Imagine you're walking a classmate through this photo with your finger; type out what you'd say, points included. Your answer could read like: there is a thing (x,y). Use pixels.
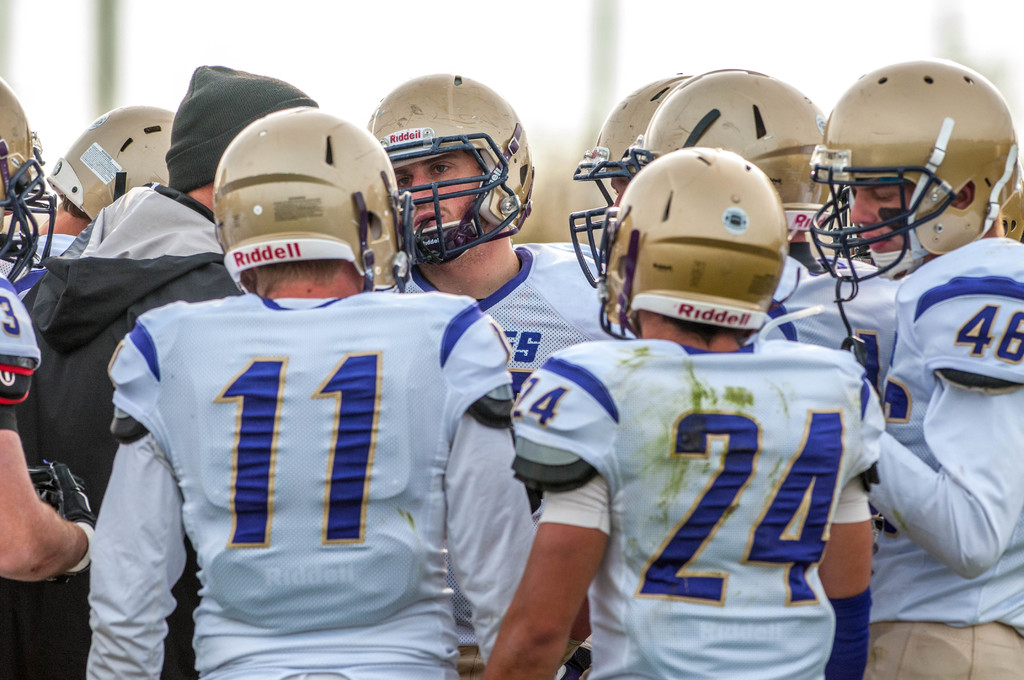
In the foreground of this image (438,475), there are men (392,504) in white dresses (242,493) and helmets (315,157) and a man (99,388) is wearing a black coat (95,422) and a black cap (201,101). The background (371,43) image is blurred.
